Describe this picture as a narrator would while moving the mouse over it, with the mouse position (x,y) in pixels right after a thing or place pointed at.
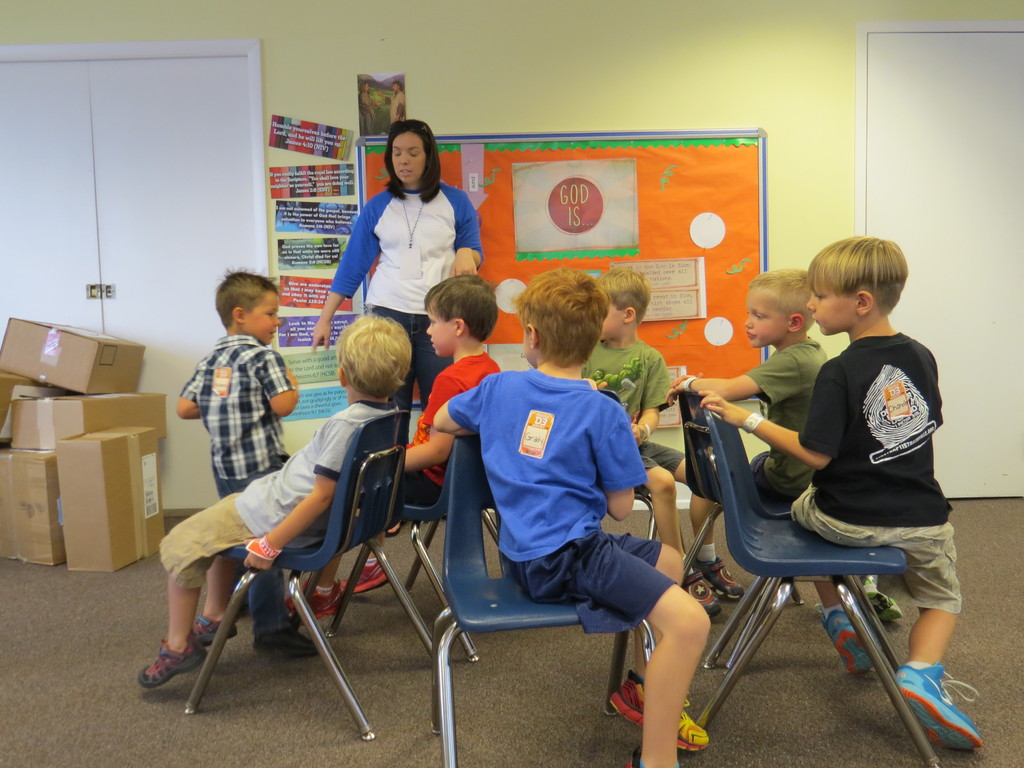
In this image, I can see a group of boys (908,386) sitting on the chairs (491,584) and two persons (416,350) standing on the floor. On the left side of the image (103,486), I can see cardboard boxes (69,391) and a door (163,231). In the background (532,185), there are posters (588,198) and a board (655,195) attached to the wall (689,51). On the right side of the image (944,160), I can see another door (961,265).
